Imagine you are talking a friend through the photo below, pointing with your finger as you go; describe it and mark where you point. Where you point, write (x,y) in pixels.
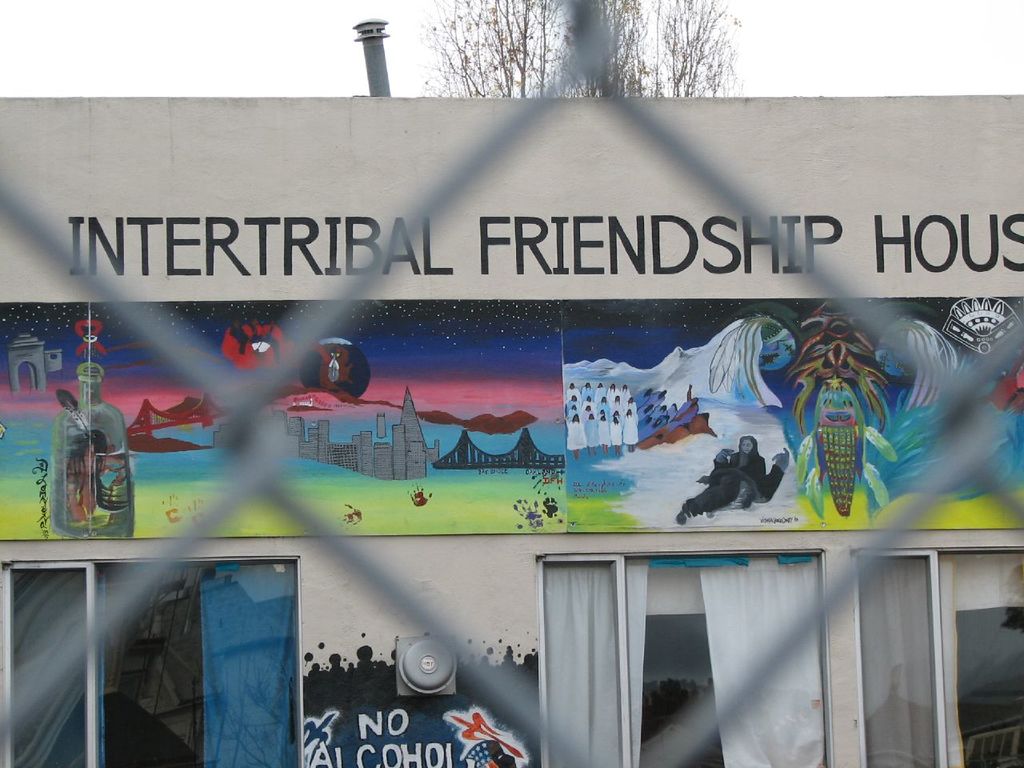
In this picture I can see a building (557,533) and I can see text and few pictures (510,369) on the wall (505,336) and curtains (592,763) to the windows (160,750). I can see a tree (632,77) and a cloudy sky (796,44).
